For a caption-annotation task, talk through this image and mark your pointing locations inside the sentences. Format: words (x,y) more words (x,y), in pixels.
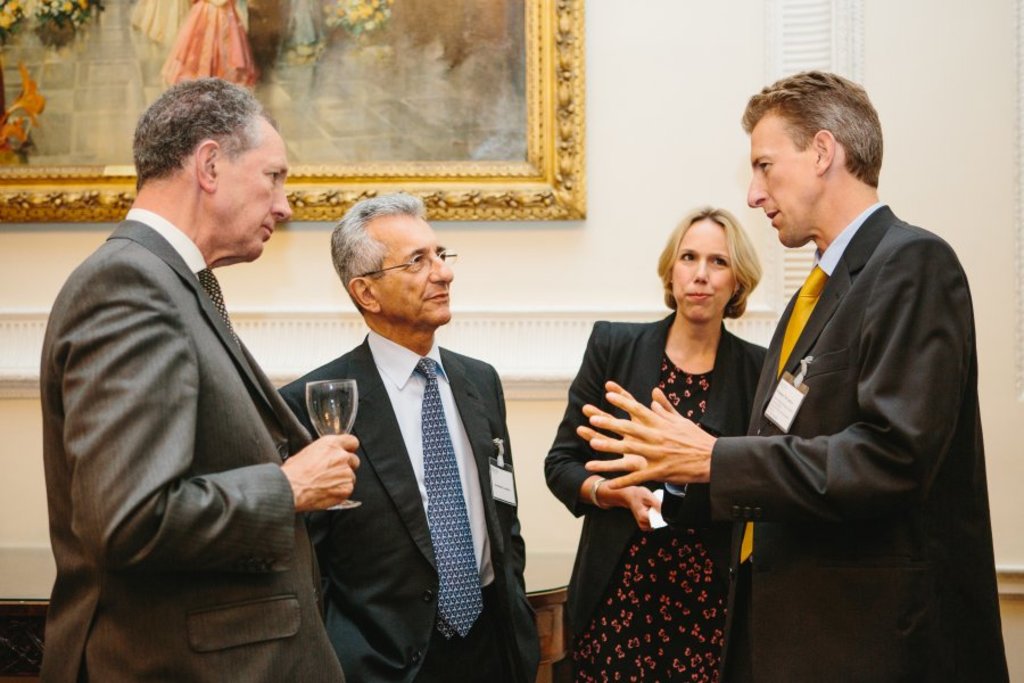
Here we can see four people (285,485). This person (217,442) is holding a glass (326,432). These people (587,484) wore suits (129,400). Picture (361,80) is on the white wall (604,133). These three people (688,277) are looking at this man (773,193).
